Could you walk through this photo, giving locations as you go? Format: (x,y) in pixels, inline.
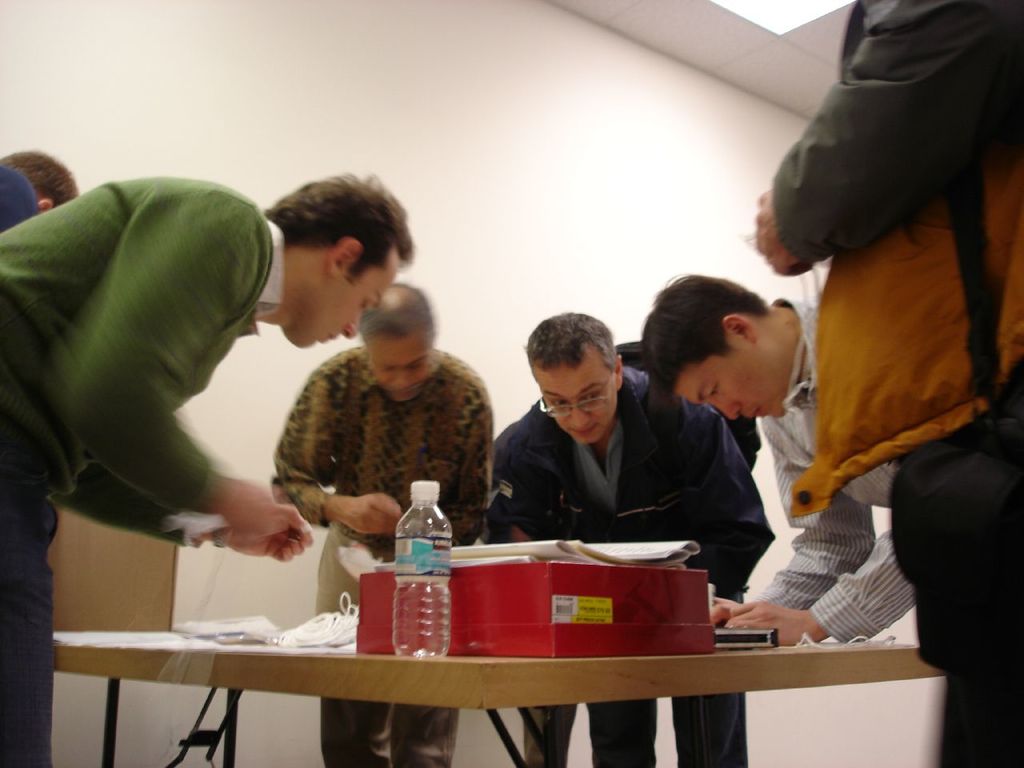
The picture is taken in a room (537,193). There are six people (455,382) in the room (883,509). They are gathered around a table (99,650), which is in the center of the image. On the table (548,669) in the foreground (526,588) there is a water bottle (425,582) and a box (581,583), above the box (596,580) there are few papers (563,560). A man (774,433) in white shirt (793,426) in the right side (792,427) is writing something. In the middle of the image (570,464) a man (626,468) in blue dress (618,475) is looking at him. On the left (152,306) there is a man (130,263) with green dress (161,294).
